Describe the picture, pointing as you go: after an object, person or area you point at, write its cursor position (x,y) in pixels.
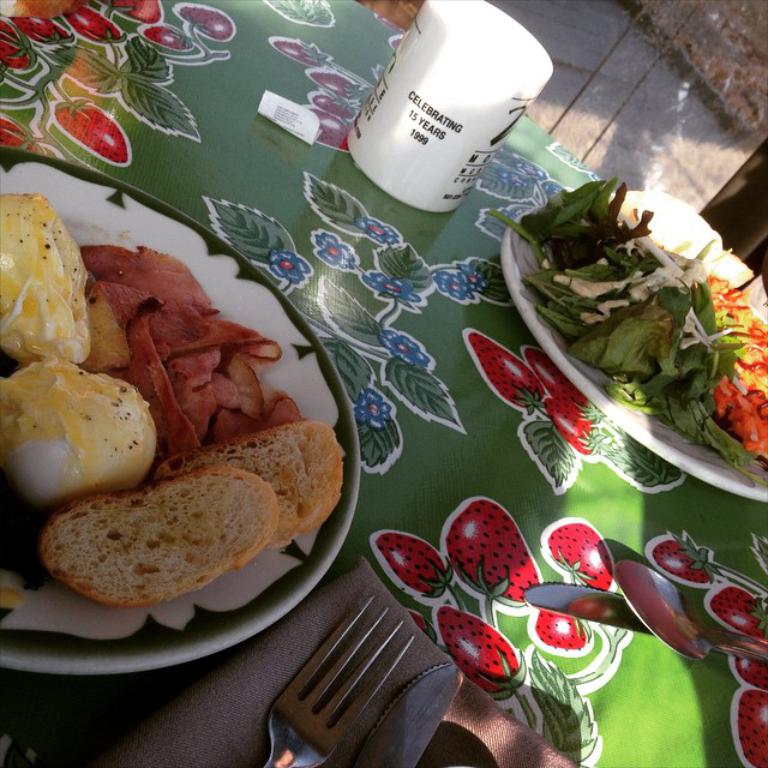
In this picture, there is a table (164,174) in the center (440,343). On the table (469,607), there are two plates (137,618) of food (646,338). At the bottom (377,680), there is a fork (311,749) and a tissue (325,640). On the top (374,152), there is a cup (463,15).
